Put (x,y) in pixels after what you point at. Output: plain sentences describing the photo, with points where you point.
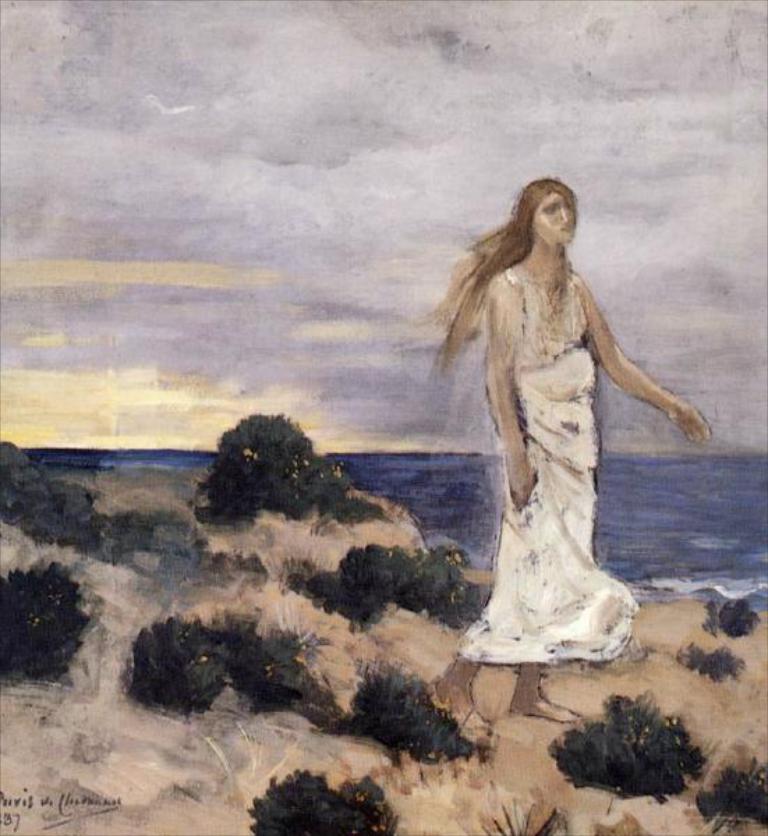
This image consists of a painting (241,285). At the bottom of the image (217,790) there is a ground (108,617) and there are a few plants (295,645) on the ground (740,730). At the top of the image (286,167) there is the sky (353,210) with clouds (438,243). In the background (678,513) there is the sea (484,482) with water (649,501). On the right side of the image (561,351) a woman (543,541) is standing on the ground (74,731).
